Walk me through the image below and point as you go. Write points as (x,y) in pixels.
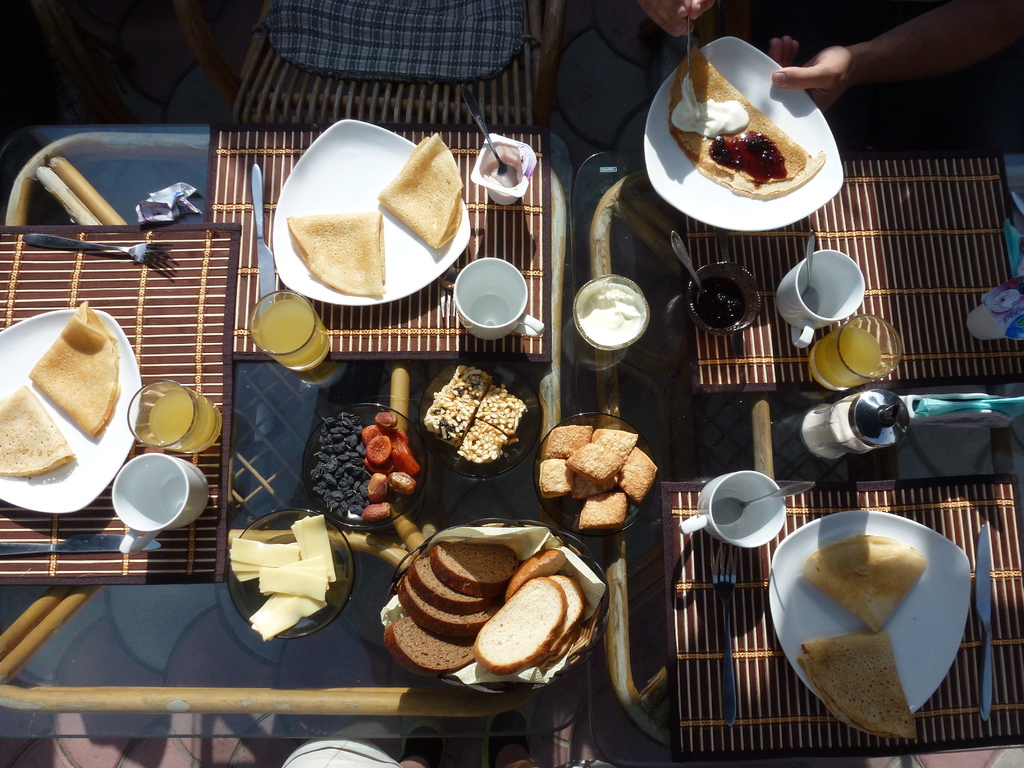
This image consists of food (373,227) which is in the center (359,401) on the table (682,436). There are glasses (165,409), cups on the table (275,412). At the top right (872,44) there is a hand (843,55) of the person (859,47) which is visible and holding a plate (751,97) and a spoon (690,84), and there is an empty chair (409,63).
